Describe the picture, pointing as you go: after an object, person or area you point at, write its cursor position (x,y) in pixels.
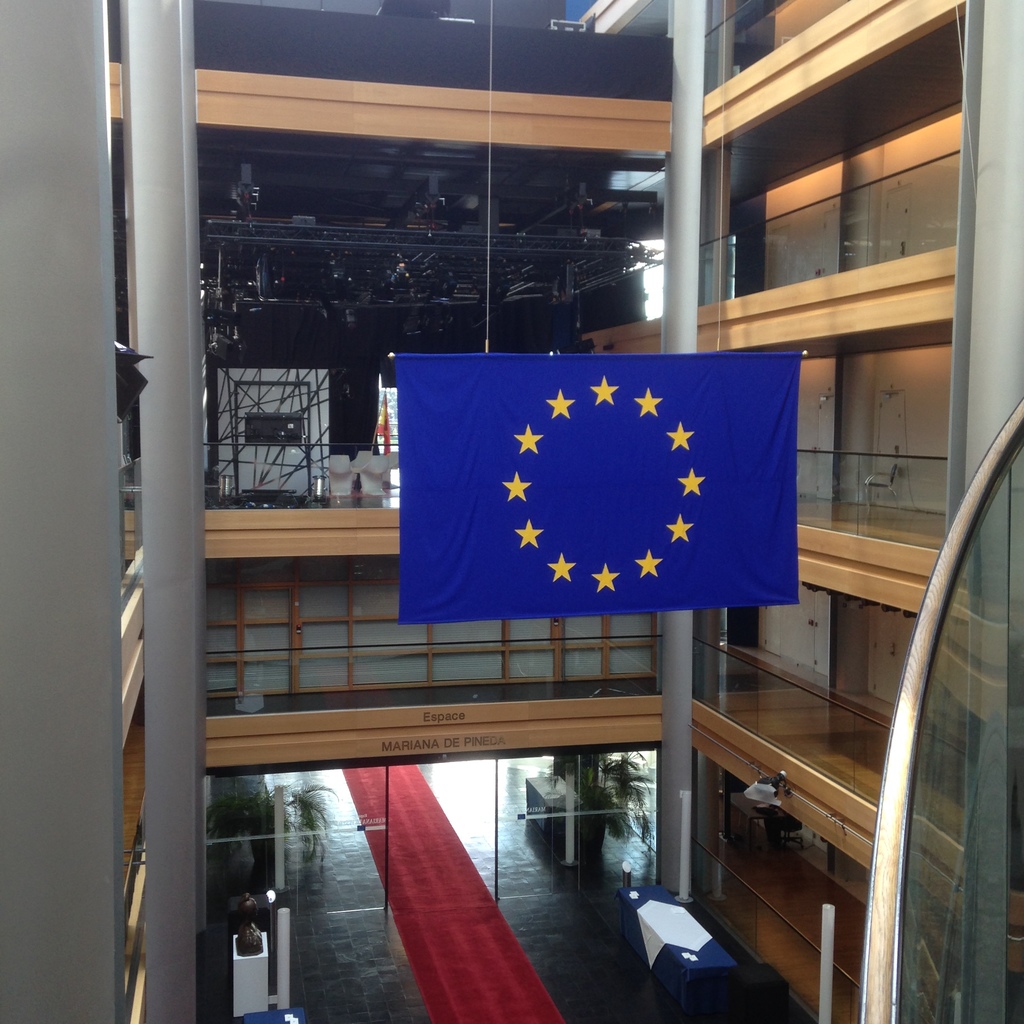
It is a building (102,639) and it has many floors (255,604) and in between the floors (713,322), there is a flag (621,411) hangs down and there is a red carpet (433,921) on the floor (563,920).
